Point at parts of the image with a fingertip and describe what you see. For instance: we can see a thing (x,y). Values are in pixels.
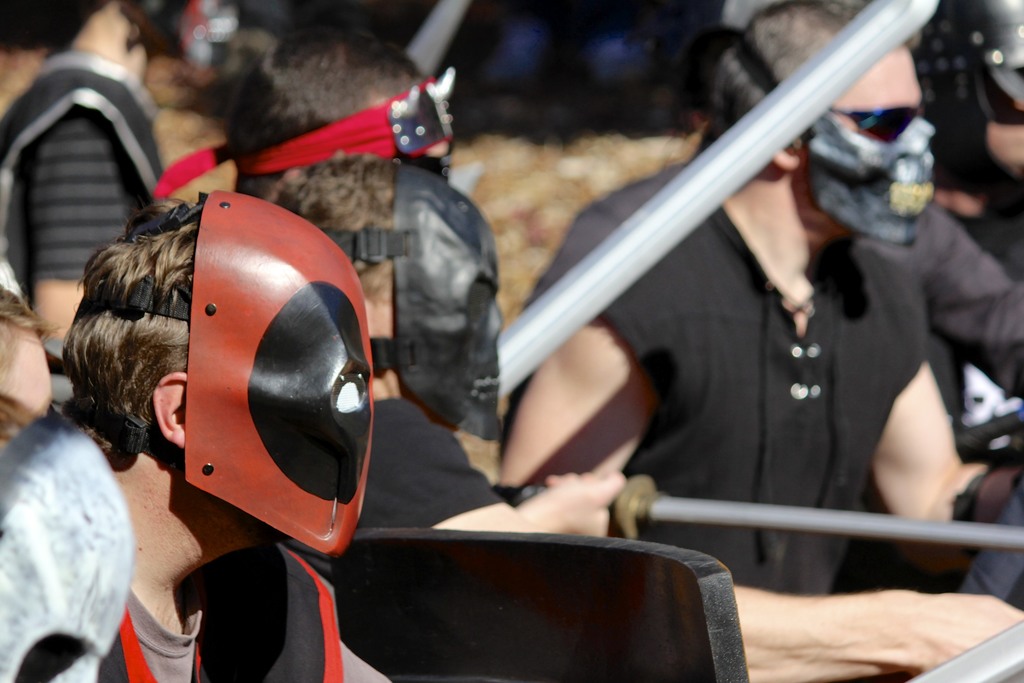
In this image there are a few people (683,250) wearing mask (466,363) on their face (11,349) and they are holding some objects (616,270) in their hands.
